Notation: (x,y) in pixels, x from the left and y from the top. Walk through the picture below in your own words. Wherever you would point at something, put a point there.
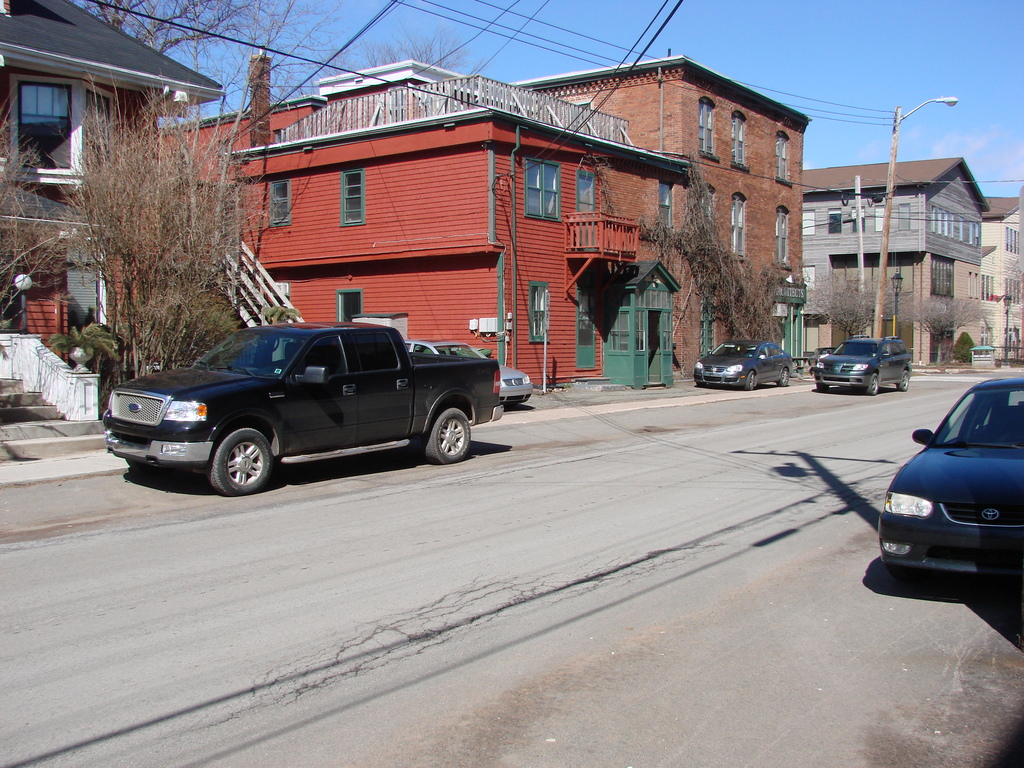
In this picture I can see the vehicles (493,404) on the road (461,539). I can see the light poles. I can see electric wires (760,84). I can see the houses (741,109). I can see trees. I can see clouds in the sky (748,80).
